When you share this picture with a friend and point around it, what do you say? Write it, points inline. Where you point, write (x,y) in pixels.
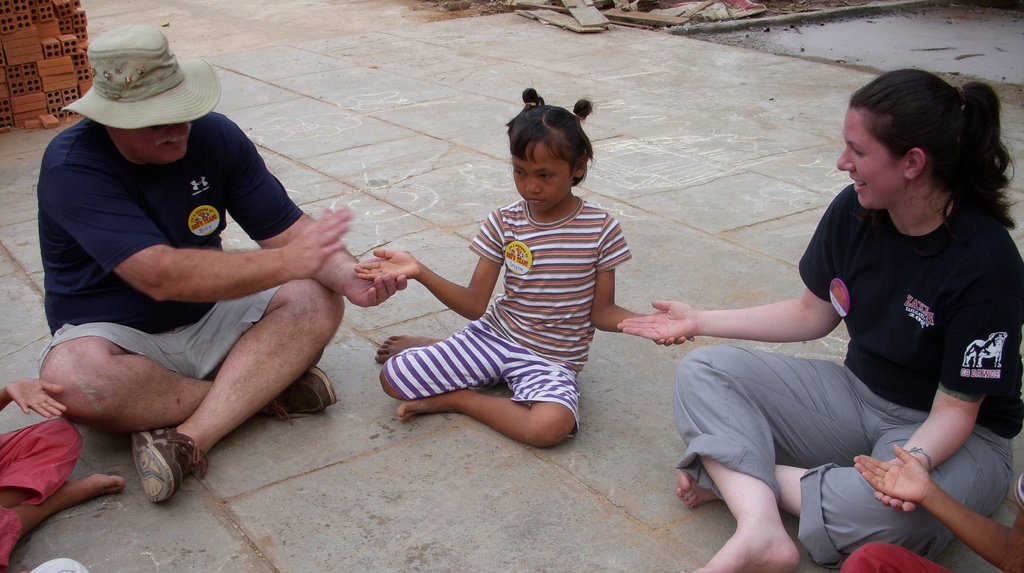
In this image there are some persons (112,417) sitting at bottom of this image (806,392). The woman (832,368) sitting at right side (881,334) is wearing a black color dress (886,315) and the men (171,305) sitting at left side of this image (128,244) is wearing a hat (180,119) and there is a ground (407,100) in the background (630,119).
